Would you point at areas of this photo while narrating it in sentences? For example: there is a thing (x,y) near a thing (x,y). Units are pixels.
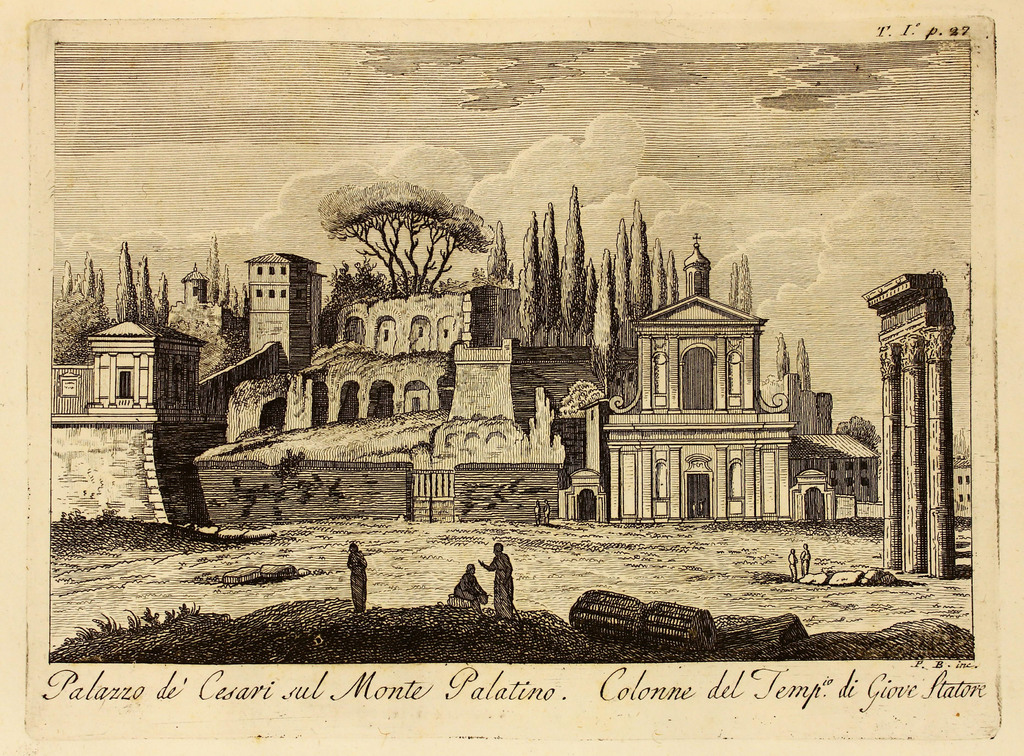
It is a poster. In this image, we can see few houses (421,407), trees (545,323), pillars (887,456), walls (169,476), plants (66,529) and few people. Background (763,212) there is a cloudy sky (692,209). At the bottom of the image (468,700), we can see some text (199,682).
